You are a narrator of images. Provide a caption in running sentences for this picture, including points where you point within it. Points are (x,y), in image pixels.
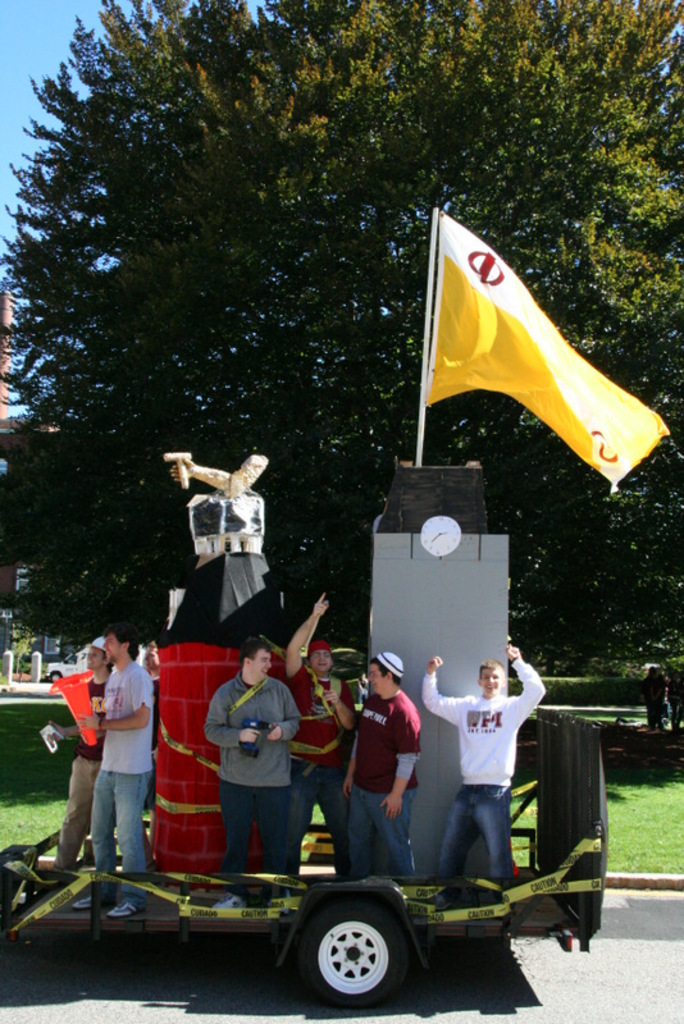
In this image, we can see a vehicle (125,890) and there are some people (125,890) standing on the vehicle (524,803), we can see a flag (432,386), there is a green tree (430,413), at the left side (22,19) top we can see the blue sky (35,57).
